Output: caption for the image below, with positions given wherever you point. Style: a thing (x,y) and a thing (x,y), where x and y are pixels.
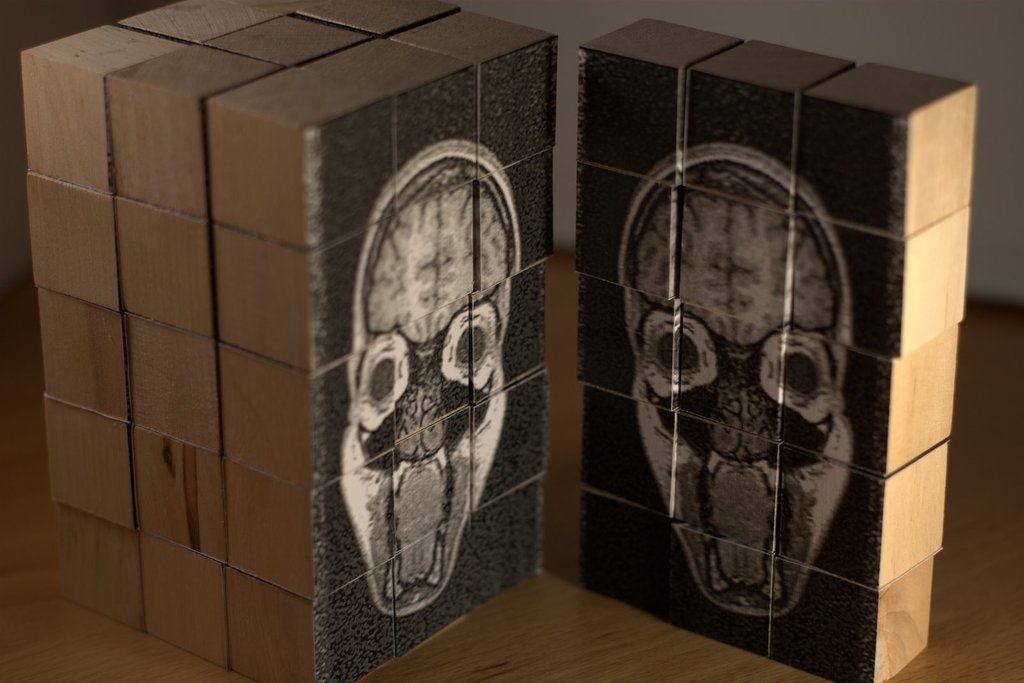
In this image, I can see the wooden cube (376,217) with the painting (459,332) of the skull (464,386) on it. I think this is the wooden board (579,653).
